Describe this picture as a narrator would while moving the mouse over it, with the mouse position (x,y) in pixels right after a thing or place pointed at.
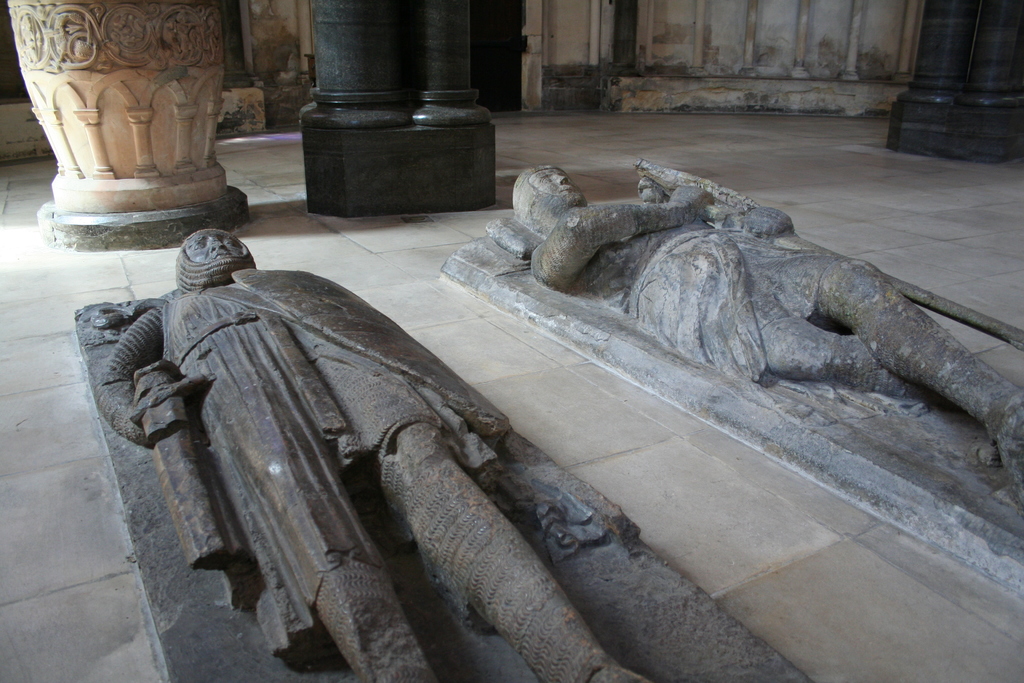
This picture consists of sculptures (286,427) and pillars (424,153).
